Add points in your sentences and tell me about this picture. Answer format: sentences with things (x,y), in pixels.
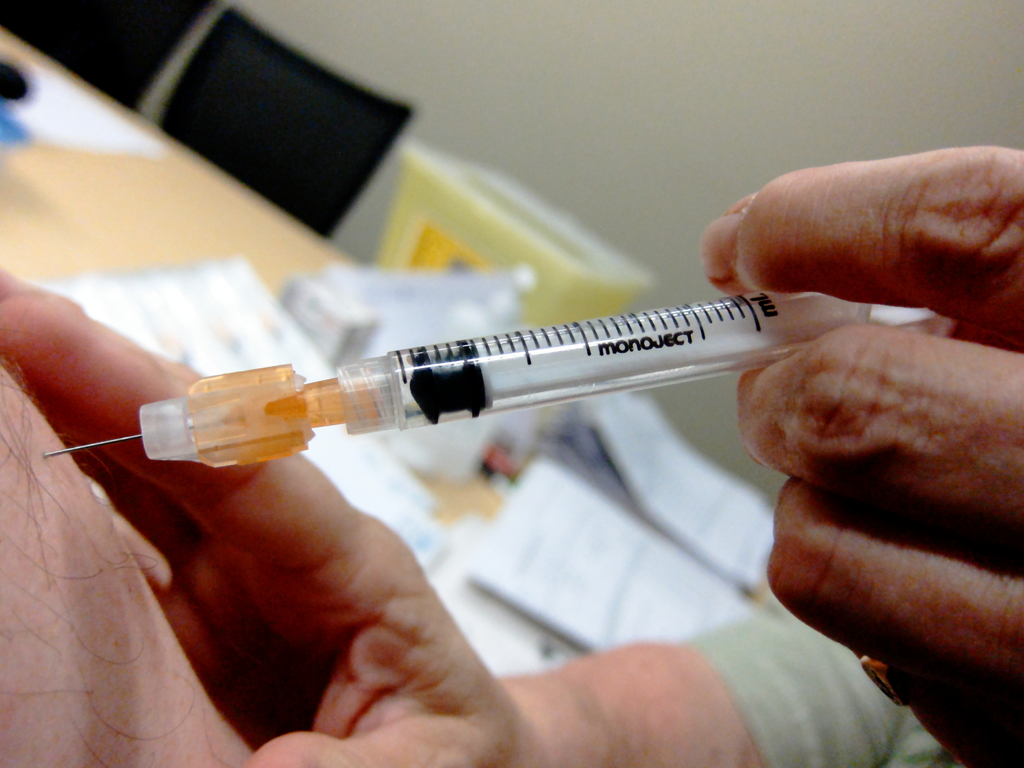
In this image, on the right side (936,250), we can see the hand (933,474) of a person (917,510) holding an injection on one hand (971,629) and holding another person (175,688) on the other hand (343,749). In the background (147,184), we can see a table (551,427), on the table (545,497), we can see some books (536,491) and boxes (441,440). In the background (67,49), we can also see two chairs (325,118) and a wall (571,132).
